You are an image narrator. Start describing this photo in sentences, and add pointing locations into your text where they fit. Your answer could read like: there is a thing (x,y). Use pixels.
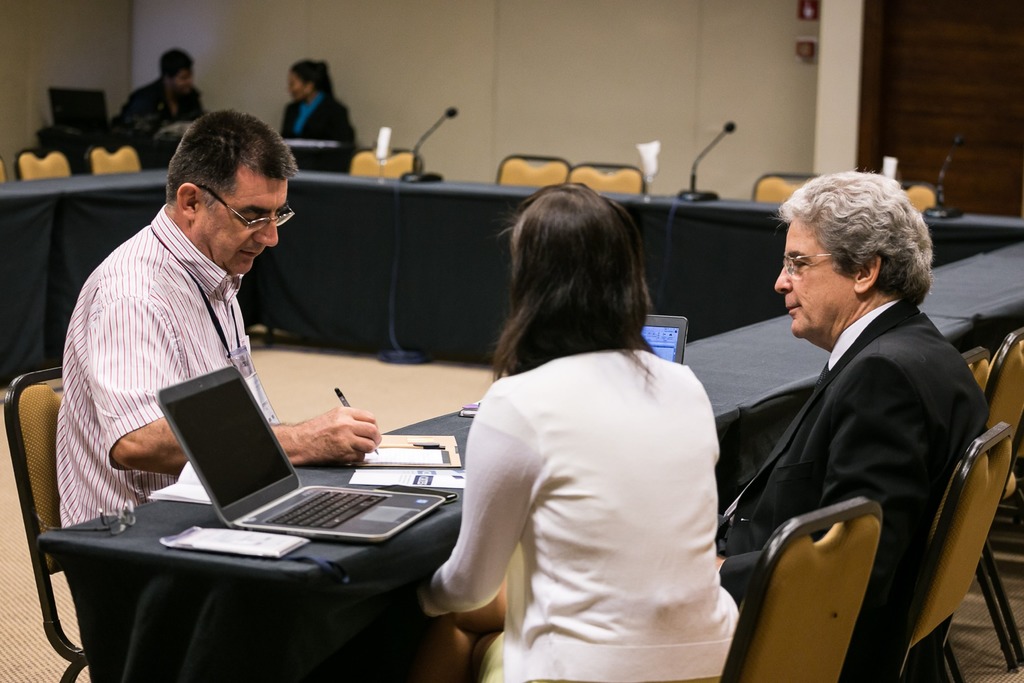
On the right side (724,639), there is a woman (644,361) in a white color jacket (627,466), sitting on a chair (733,674). Beside her, there is another person (835,408) sitting on a chair (986,463) in front of a table (183,517), on which there are two laptops (673,343) and books (247,546) arranged. On the left side (160,473), there is a person (196,183) in a shirt (112,365), wearing a badge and writing something in a book (411,451). In the background (475,167), there are three mics (941,170) arranged on the table (474,191), beside this table (991,221), there are chairs (66,176) arranged, there are two persons (163,66) sitting, there is a laptop (68,101) and other objects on the table (311,159) and there is a wall (340,24).
